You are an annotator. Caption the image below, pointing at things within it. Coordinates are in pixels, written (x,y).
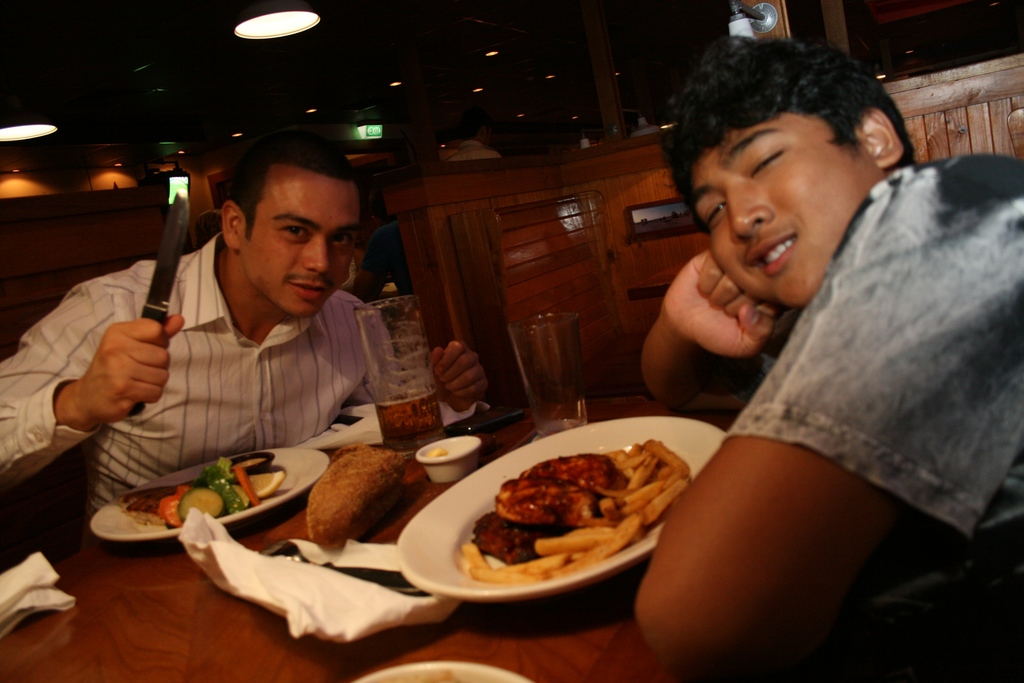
In the image I can see chairs (585,248), table (115,593) and two persons (1023,196) are sitting. At the top of the table (434,633) I can see the plates (294,478) and food items (375,453). At the top of the image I can see the lights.
